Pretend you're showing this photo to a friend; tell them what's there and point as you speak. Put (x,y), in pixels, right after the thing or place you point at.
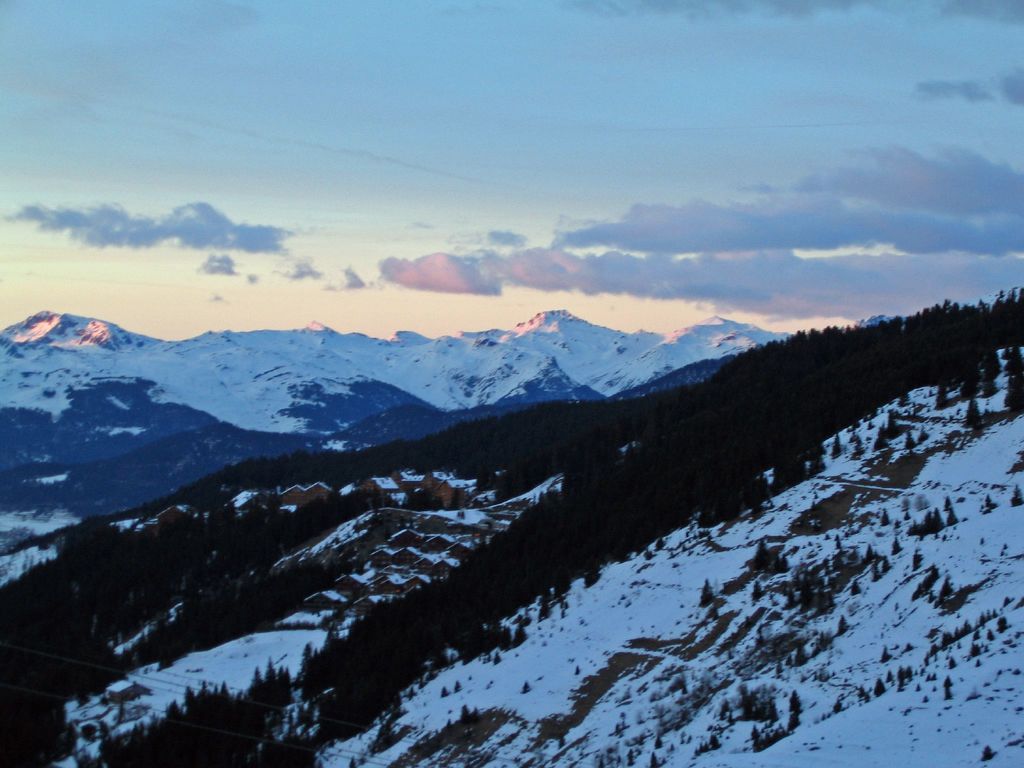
In this image there are mountains (270,401) and some mountains (489,369) are covered with snow (842,646), in the background (237,126) there is a sky (280,119).
